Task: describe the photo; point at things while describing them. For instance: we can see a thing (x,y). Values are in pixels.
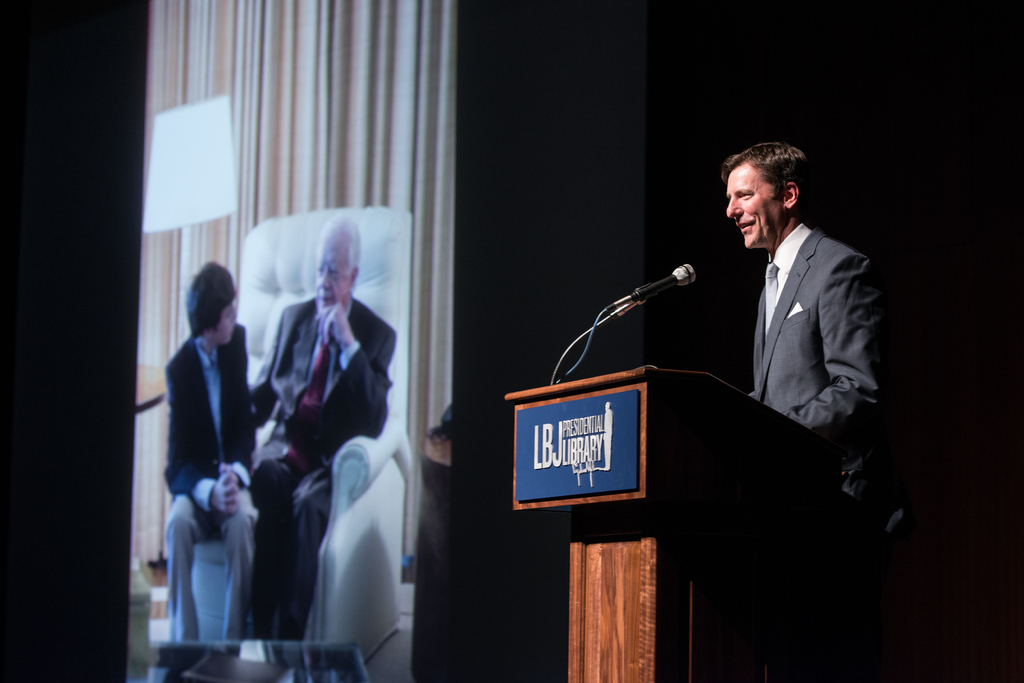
There is a man (773,379) standing, in front of this man (802,362) we can see microphone (675,278) with podium (574,443) and we can see screen (238,394), in this screen (252,452) we can see two people (251,434) sitting on chair (323,533), beside this chair (322,533) we can see lamp (166,152) and we can see curtain (405,63).
